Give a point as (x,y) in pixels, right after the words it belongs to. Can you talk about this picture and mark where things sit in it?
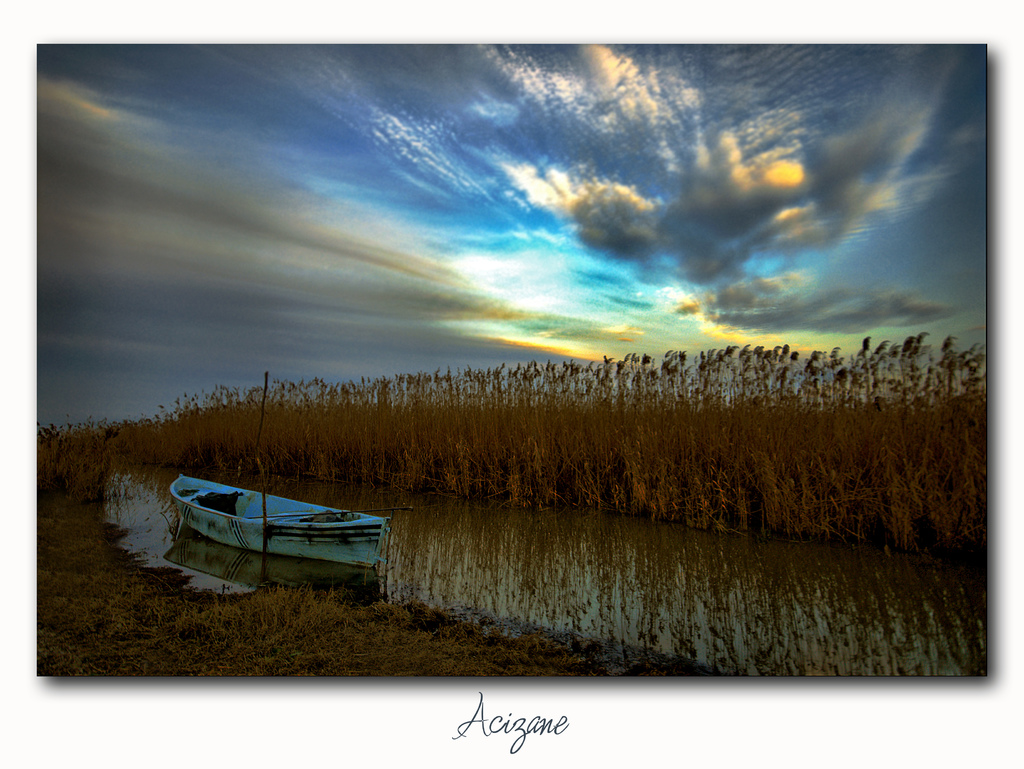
It looks like an edited image, we can see a boat (231,524) on the water (306,562) and behind the boat (255,514) there are plants (293,438) and the sky (424,253). On the image, it is written something.
